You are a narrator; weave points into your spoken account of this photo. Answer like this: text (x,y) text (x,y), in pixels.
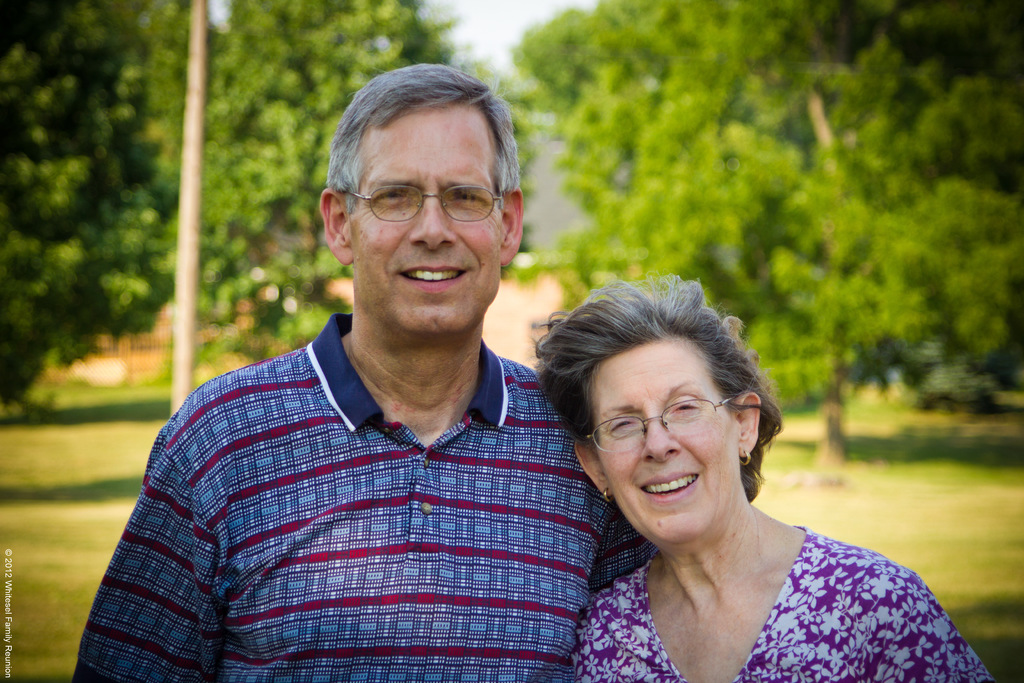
In this picture we can see there are two people (570,609) standing and behind the people (325,435) there is a pole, trees (182,137) and the sky (477,27) and on the image there is a watermark (11,677).
